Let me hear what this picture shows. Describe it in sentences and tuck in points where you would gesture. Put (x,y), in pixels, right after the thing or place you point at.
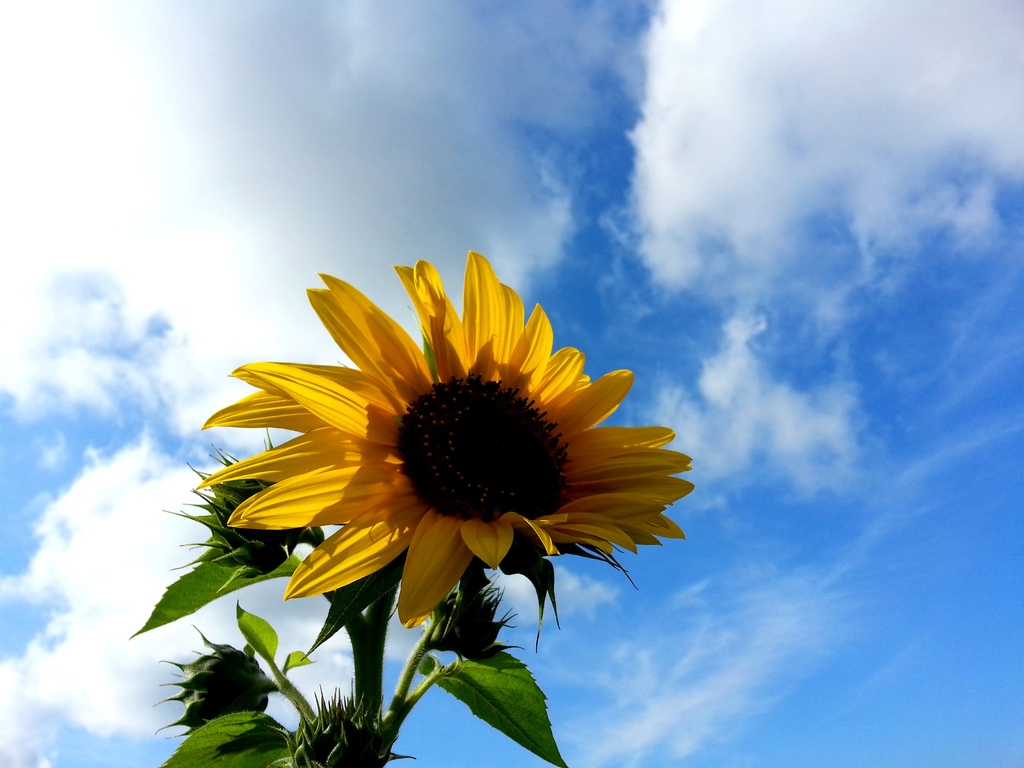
In the picture we can see a plant (194,595) with flowers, and the flower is yellow in color with petals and behind it we can see a sky (417,333) with clouds (30,307).
